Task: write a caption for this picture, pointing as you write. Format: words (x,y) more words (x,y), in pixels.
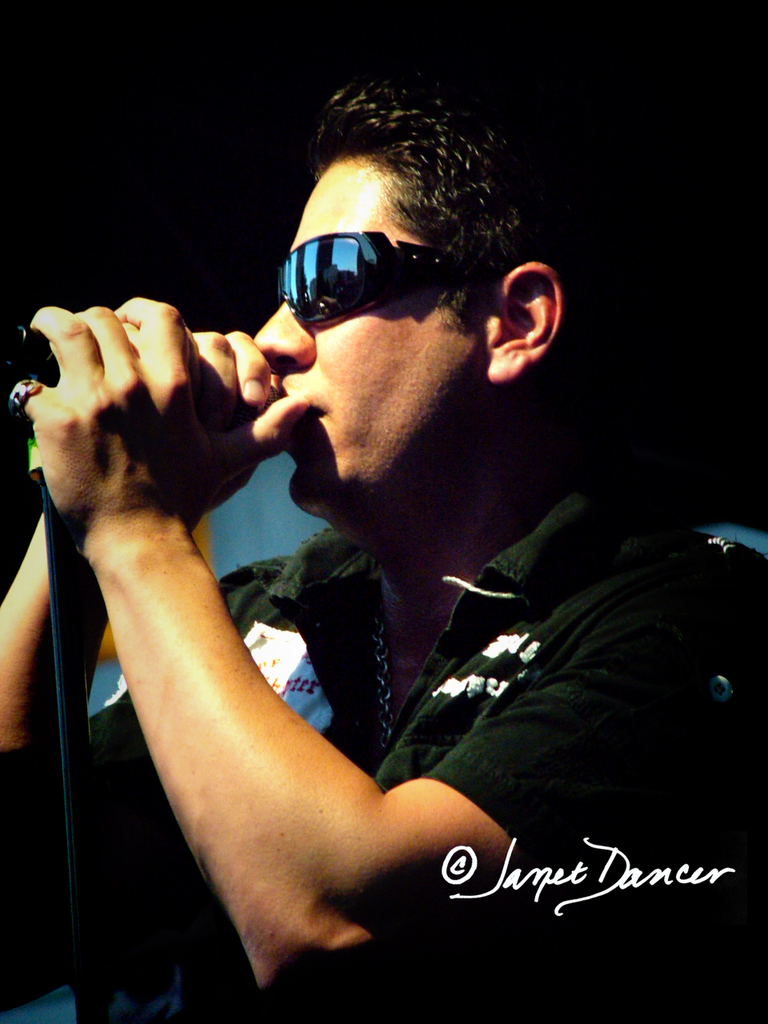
In the picture I can see a man (380,212) and he is singing on a microphone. He is wearing a black color T-shirt (557,570) and there is a goggle (384,251) on his eyes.
